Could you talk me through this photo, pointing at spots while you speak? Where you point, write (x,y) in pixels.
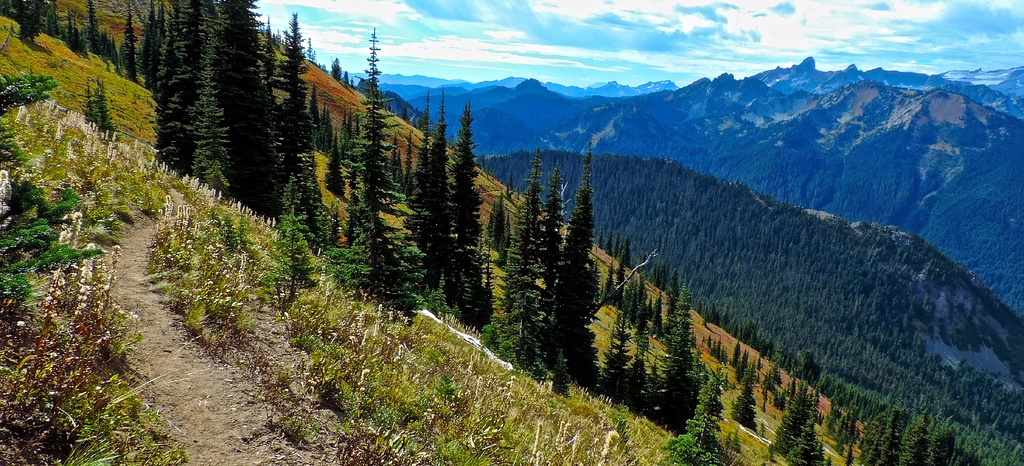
In this image we can see trees (411,281) and plants (64,124) on the sloped land (268,437). Background of the image (744,143), trees (750,132) are there on the mountains (822,214). The sky (743,28) is covered with clouds (555,45).
